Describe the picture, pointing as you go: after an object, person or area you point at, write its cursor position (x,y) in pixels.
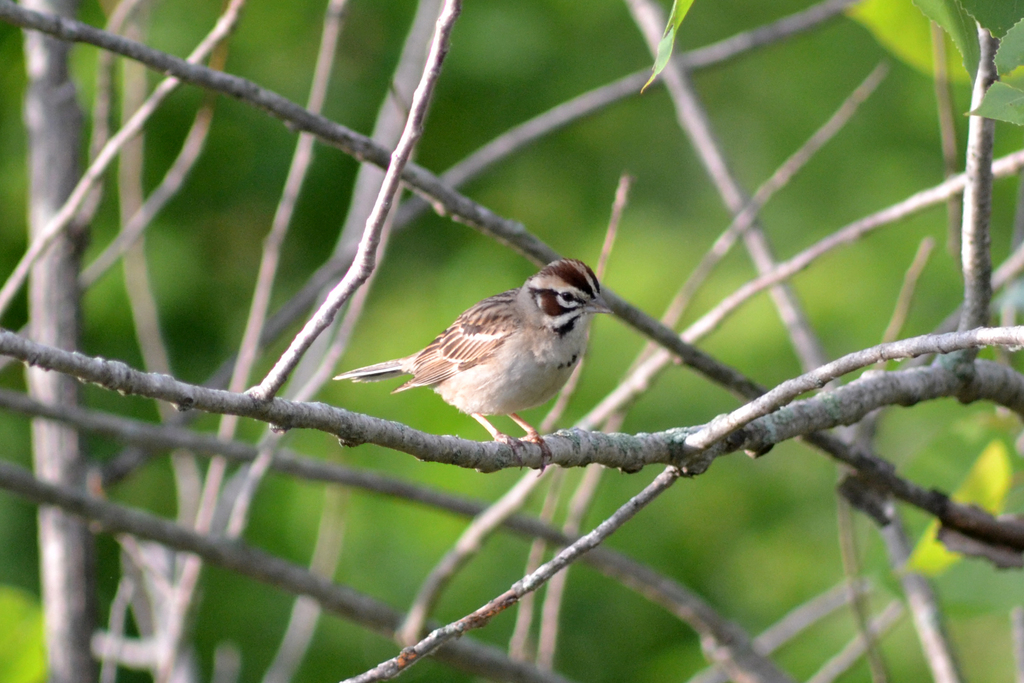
Here we can see a bird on the branch (729,415). There is a blur background (776,552) with greenery (743,565).
